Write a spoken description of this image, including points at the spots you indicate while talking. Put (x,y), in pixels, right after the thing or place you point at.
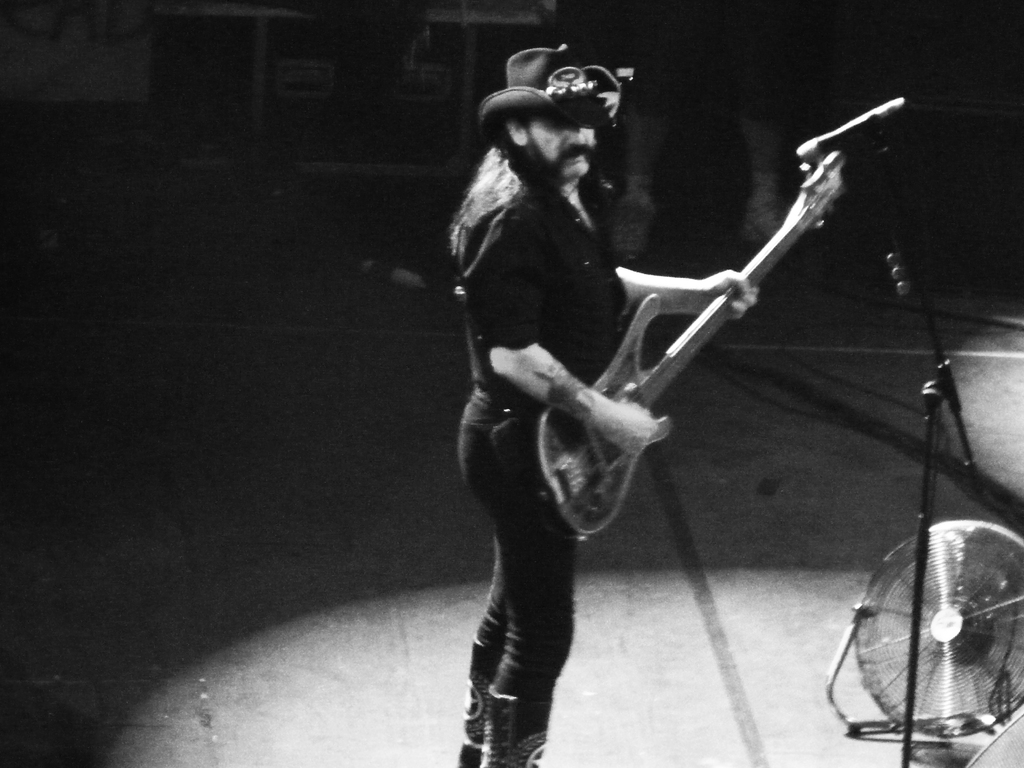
In this image we can see a man (519,486) wearing hat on his head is holding a guitar (676,355) in his hands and playing.
